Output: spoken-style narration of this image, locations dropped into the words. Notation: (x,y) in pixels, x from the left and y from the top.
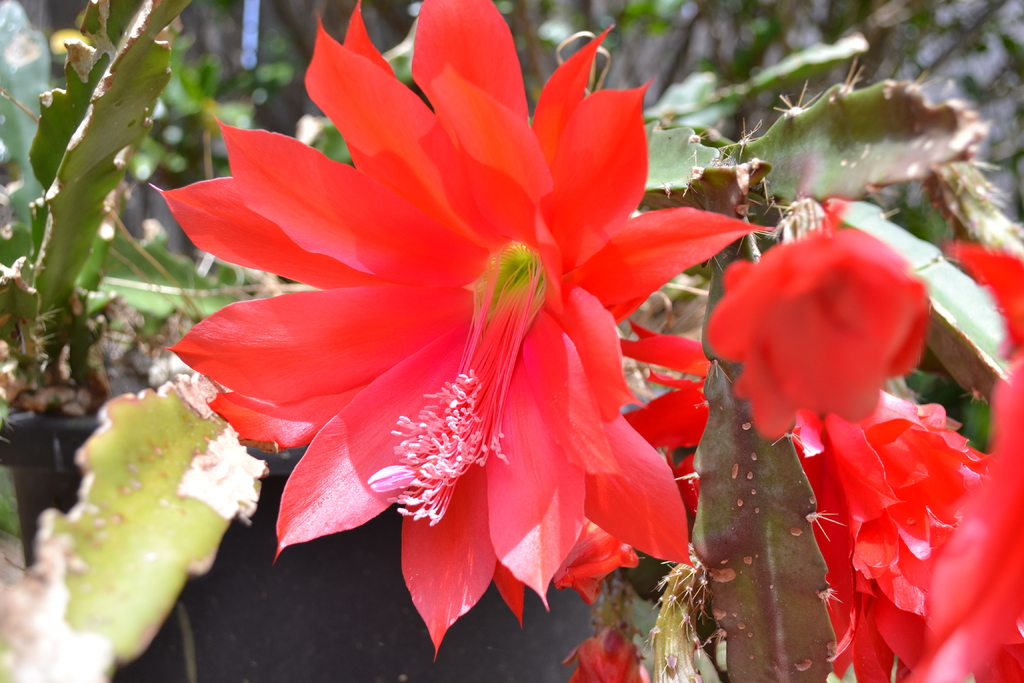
In this image we can see flowers (387,252) to the plants (744,459).
